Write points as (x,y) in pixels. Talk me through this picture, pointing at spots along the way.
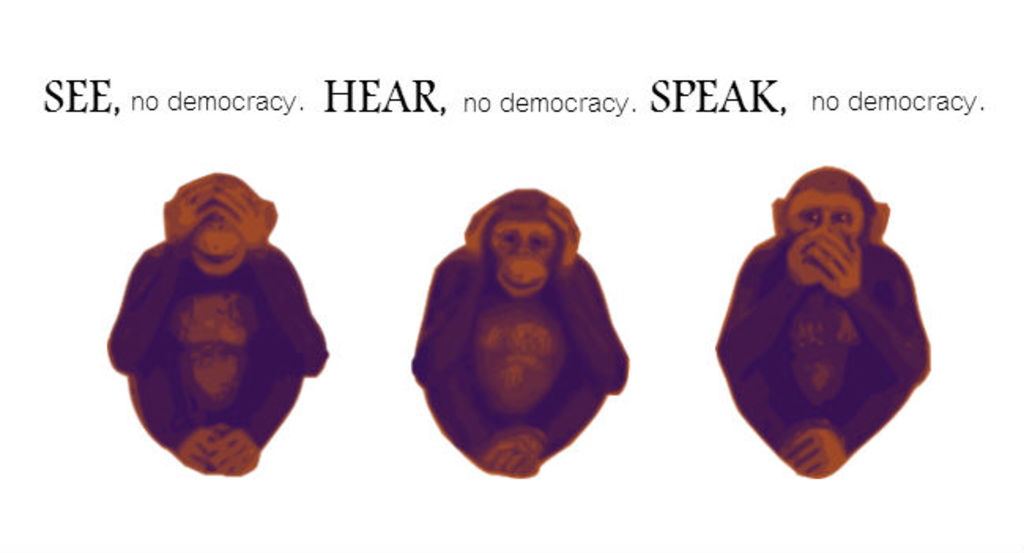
In this image there are three monkeys (245,260). The first one (214,252) puts hands (231,215) on eyes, second one (527,251) on ear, third one (838,272) puts hands (820,257) on mouth (813,245). On the top (764,94) there is something written.
